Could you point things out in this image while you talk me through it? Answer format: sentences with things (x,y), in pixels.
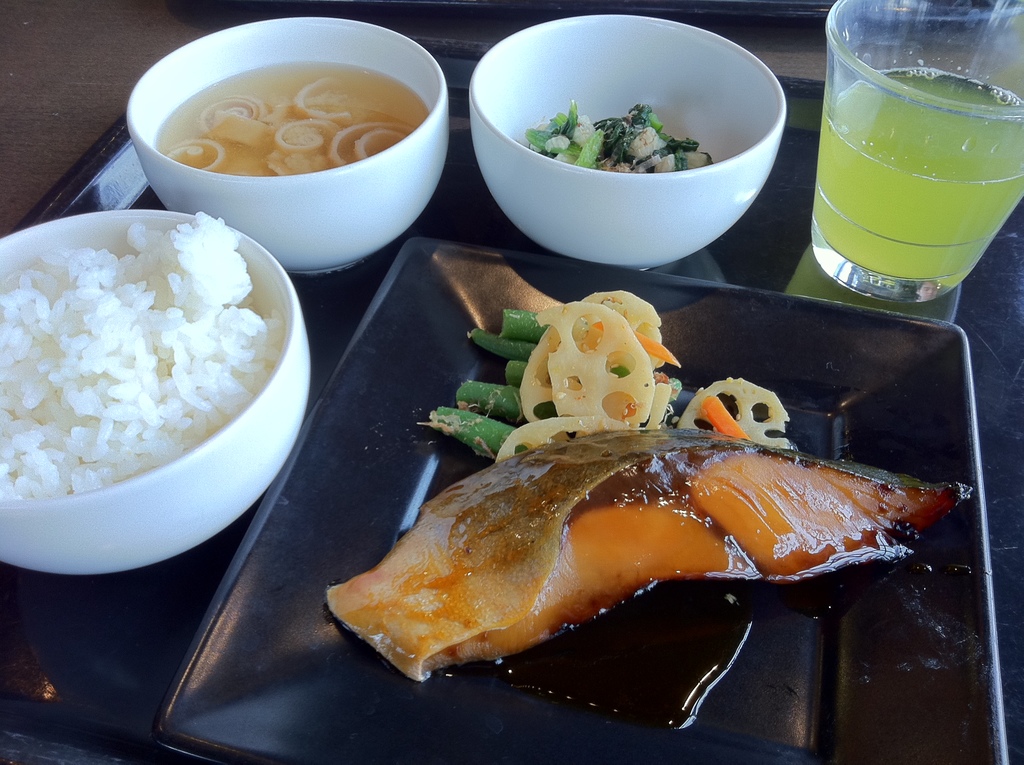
This picture shows a glass (864,181) with a drink (864,255) and few bowls (361,193) with food (581,159) and a plate (565,303) with meat (685,434) in it, All these bowls (398,78), plate (999,734) and glass (968,191) are placed in the tray (1006,262) on the table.
